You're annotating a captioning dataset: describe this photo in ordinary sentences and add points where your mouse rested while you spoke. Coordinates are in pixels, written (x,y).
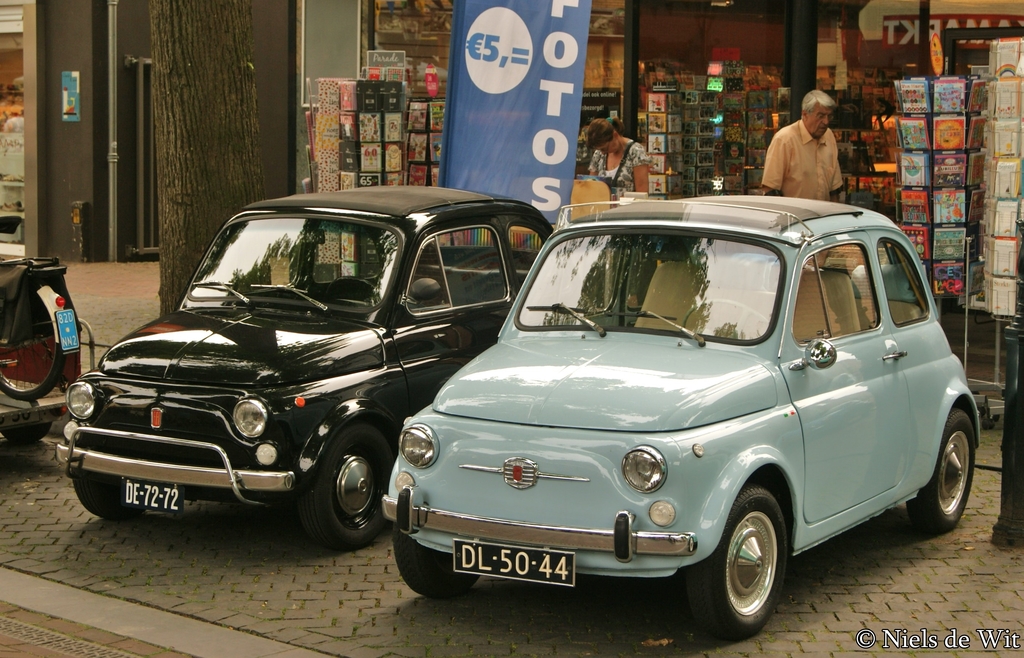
In this picture we can see two cars (389,420) in the front (917,389), in the background (927,232) there is a store (758,163), we can see two persons (795,163) are standing in the middle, they are looking like books (749,120) in the store (749,120), we can also see a hoarding (523,79) in the middle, on the left side (260,153) there is a tree (217,154) and a pole (114,139), at the right bottom (901,644) we can see some text (867,635).
